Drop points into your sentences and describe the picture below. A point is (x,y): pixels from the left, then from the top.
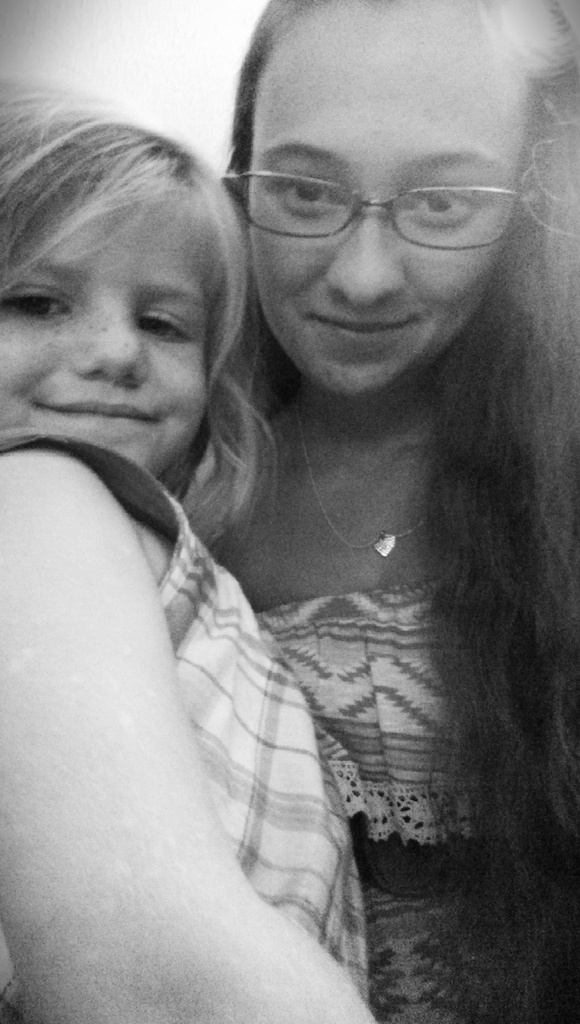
In this image I can see two people (171,757) with dresses (387,725). One person (239,538) is wearing the goggles (356,209) and this is a black and white image.
